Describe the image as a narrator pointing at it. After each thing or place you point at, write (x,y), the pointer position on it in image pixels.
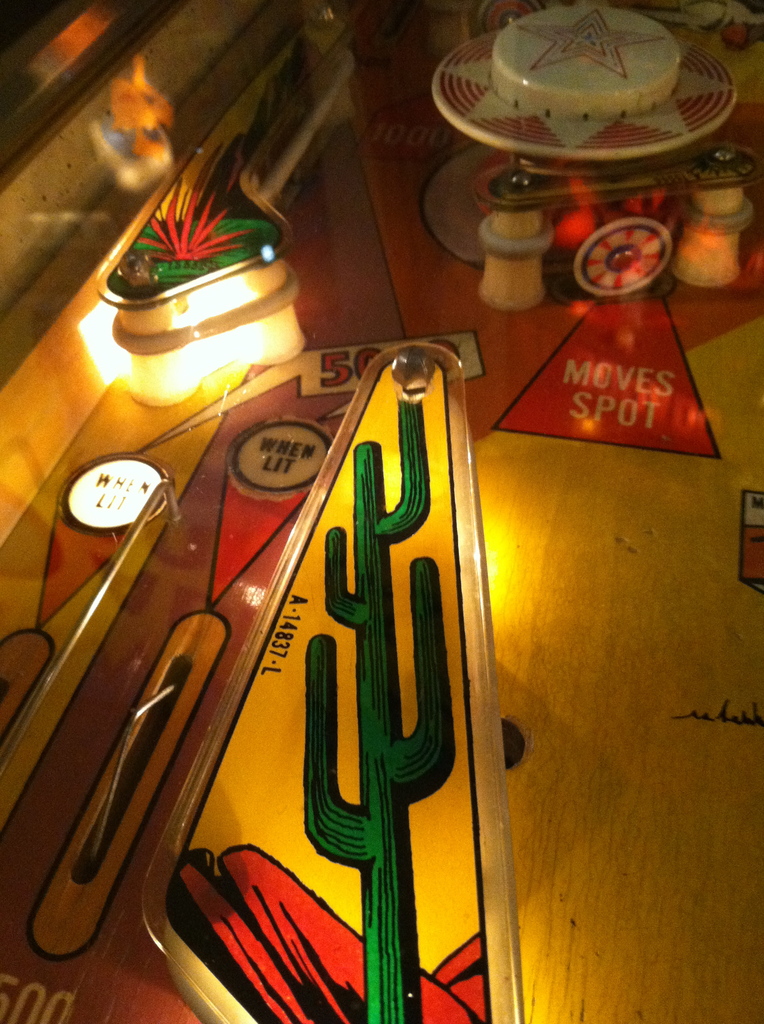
In this picture this looks like a gaming instrument (419,558) made of wood (554,704).
